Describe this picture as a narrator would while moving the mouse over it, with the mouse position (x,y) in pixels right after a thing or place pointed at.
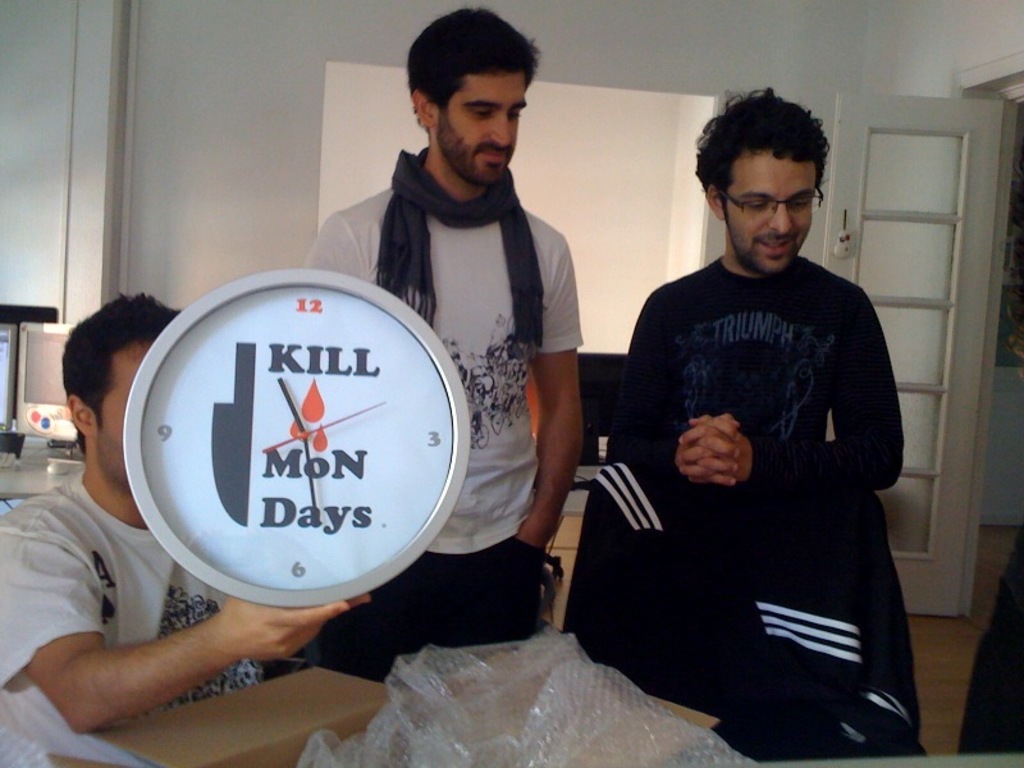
In this image there are two persons (776,268) standing, a person (222,642) sitting and holding a clock (321,594), and there is a cardboard box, chair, and in the background (897,260) there are monitors (13,406) on the table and there is a door (914,115).
